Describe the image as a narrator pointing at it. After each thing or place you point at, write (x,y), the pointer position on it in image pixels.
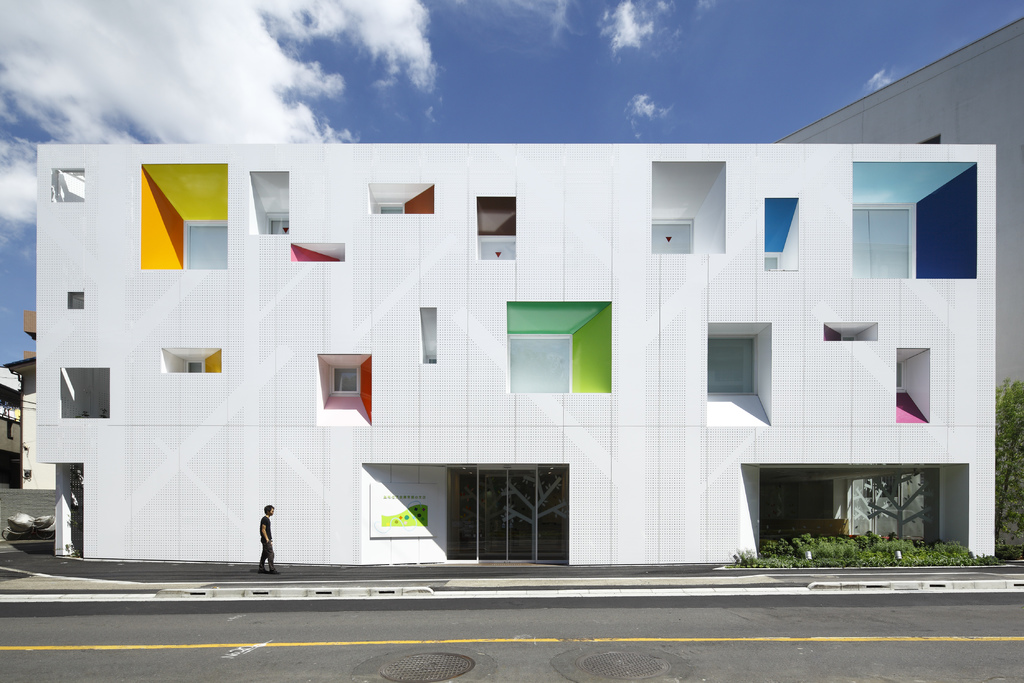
These are clouds (361,16). Here we can see buildings (898,345), windows (532,388), plants (792,563) and person (269,533).
